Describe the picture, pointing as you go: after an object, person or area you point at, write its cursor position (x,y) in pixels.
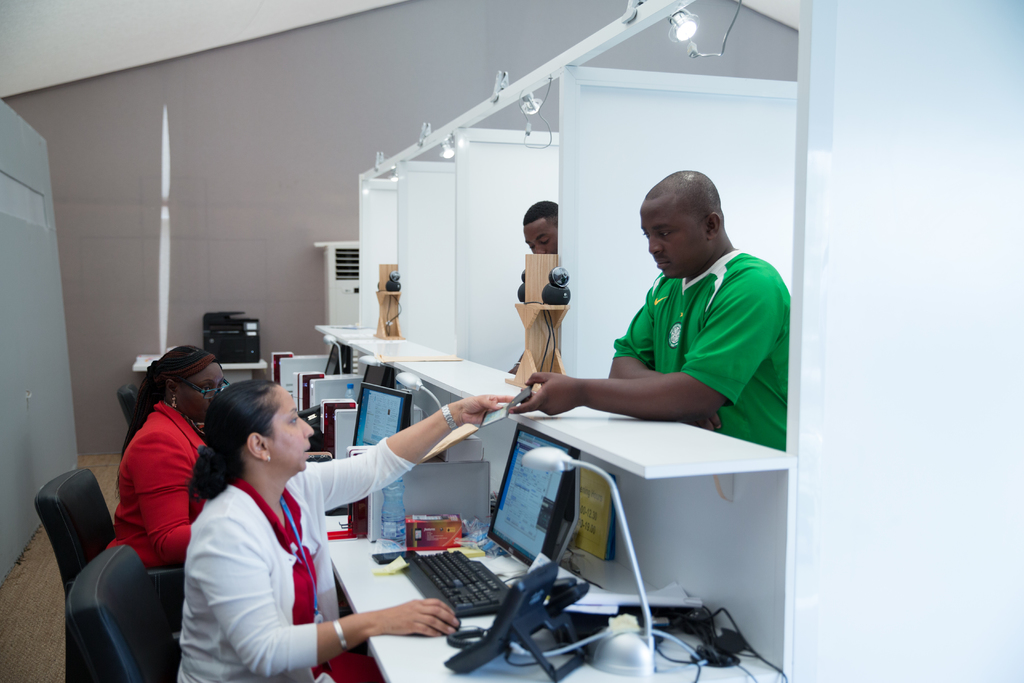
In the center of the image (667,342) we can see two persons (664,355) are standing and two persons (291,522) are sitting on the chairs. Among them, we can see two persons (719,429) are holding some objects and one person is wearing glasses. Between them, we can see one table (589,577). On the table (716,543), we can see the monitors (536,514), study lamps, keyboards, boxes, papers (592,589), one banner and a few other objects (464,538). In the background (283,181) there is a wall (153,298), roof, white color door type objects (401,176), lights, one table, one black color object (248,339), one white color object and a few other objects (389,290).
